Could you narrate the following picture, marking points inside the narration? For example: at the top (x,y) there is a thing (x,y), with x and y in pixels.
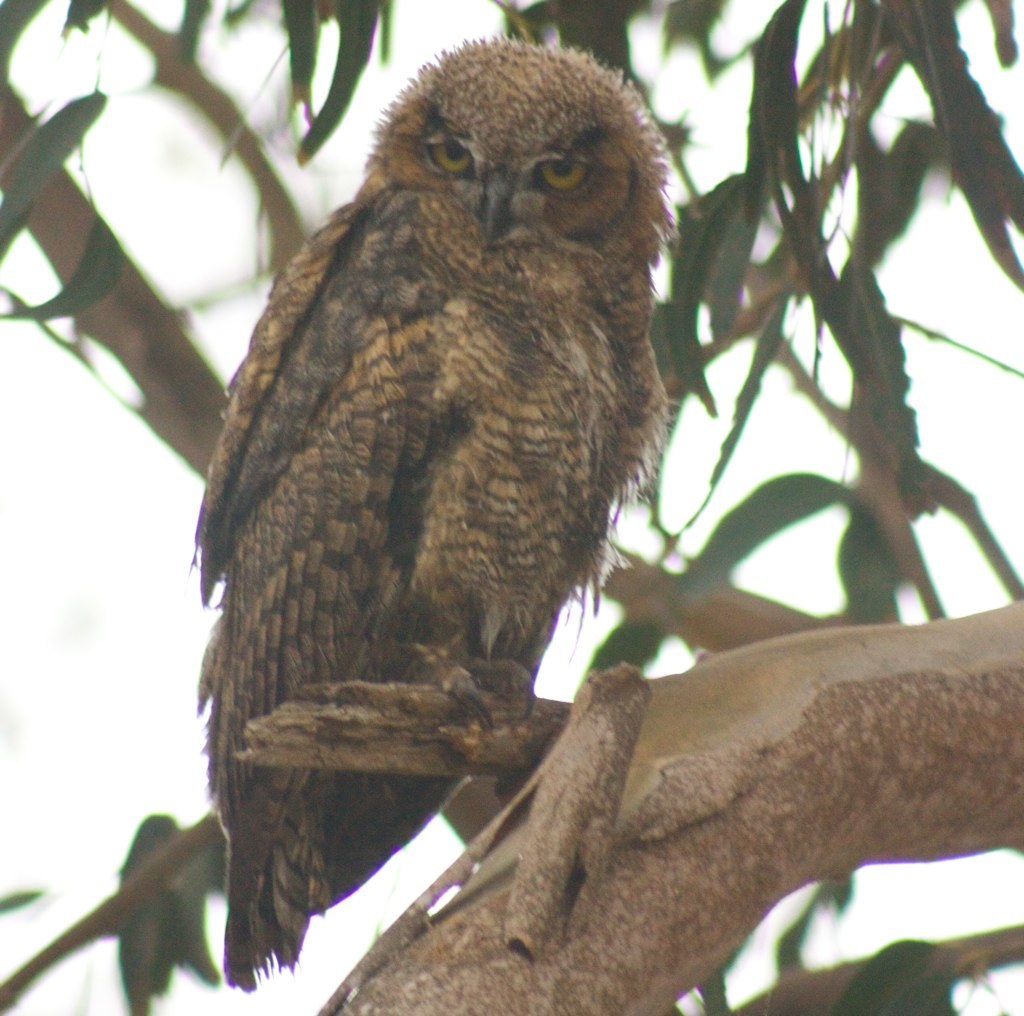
In the image there is an owl (410,618) standing on the branch (610,751) of a tree (719,697). And in the background (782,130) there are branches (111,6) with leaves (22,162).
